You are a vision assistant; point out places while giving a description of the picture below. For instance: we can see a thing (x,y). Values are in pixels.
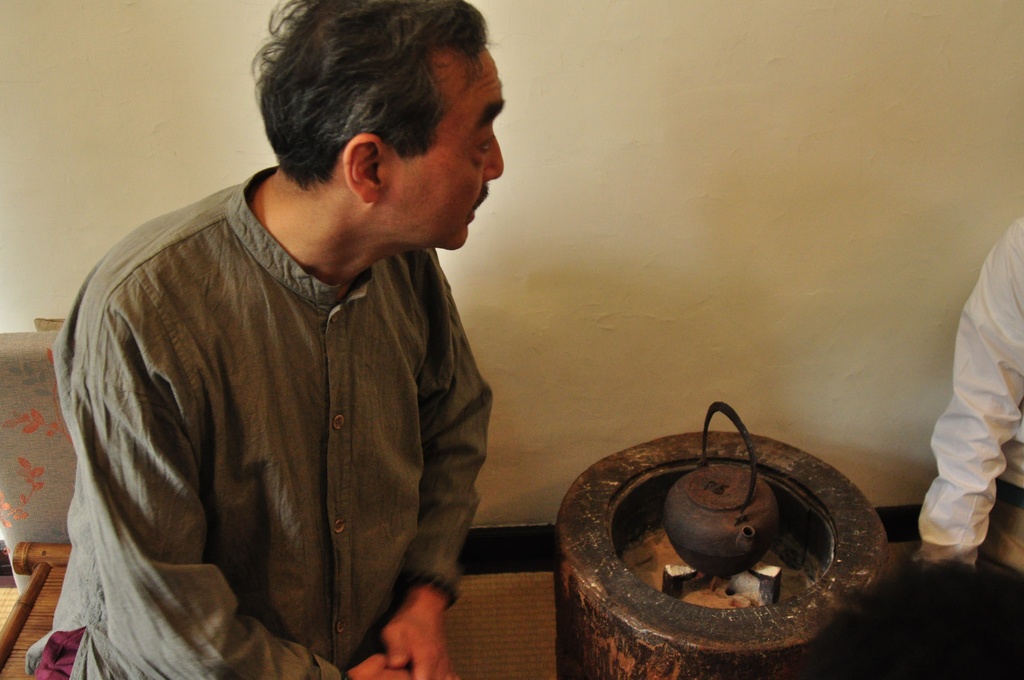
In this image there is a man (287,414) on the left side (240,424) who is sitting on the chair (48,586). Beside him there is a wooden stove (617,606) on which there is a kettle (720,503). In the background (674,50) there is a wall (653,35). On the right side (978,353) there is another person (982,379).
